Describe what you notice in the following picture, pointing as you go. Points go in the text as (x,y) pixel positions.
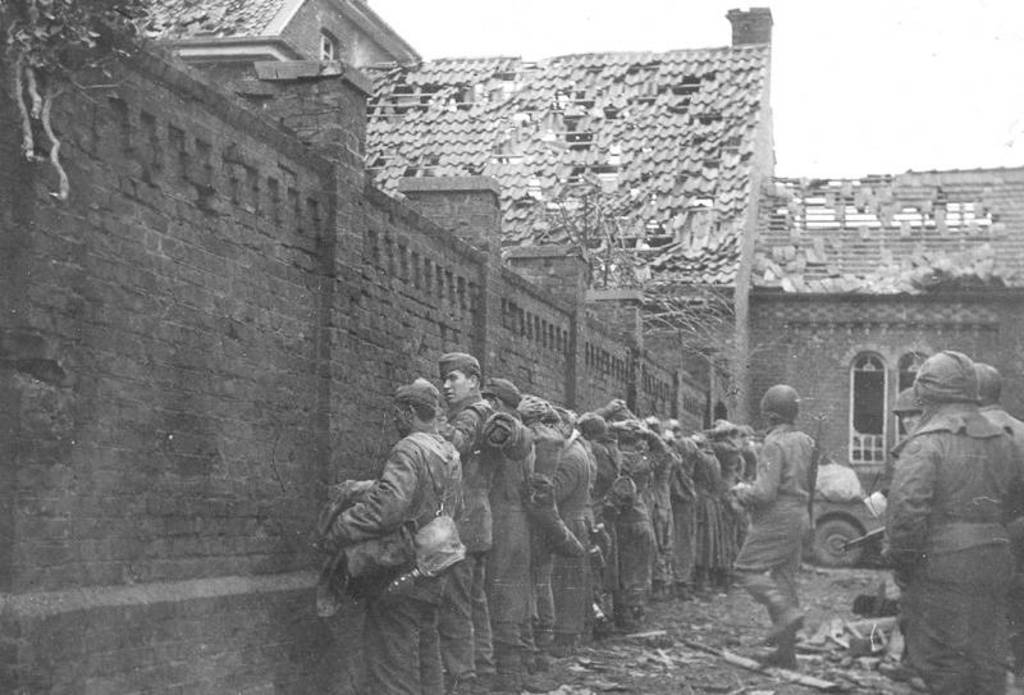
A group of men (533,491) are standing near the wall (337,386), in the middle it looks like a house (774,292).
